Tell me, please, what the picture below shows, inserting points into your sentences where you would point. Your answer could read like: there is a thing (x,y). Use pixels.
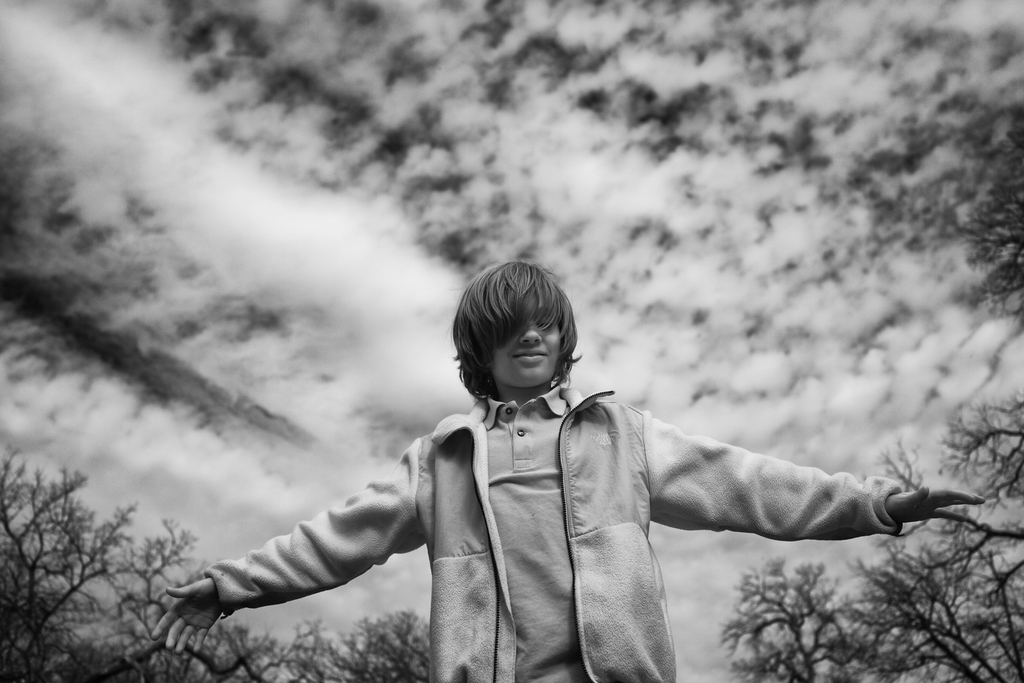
In this picture we can see a person (571,435) smiling and in the background (146,586) we can see trees (378,682) and the sky (507,178) with clouds (341,214).
